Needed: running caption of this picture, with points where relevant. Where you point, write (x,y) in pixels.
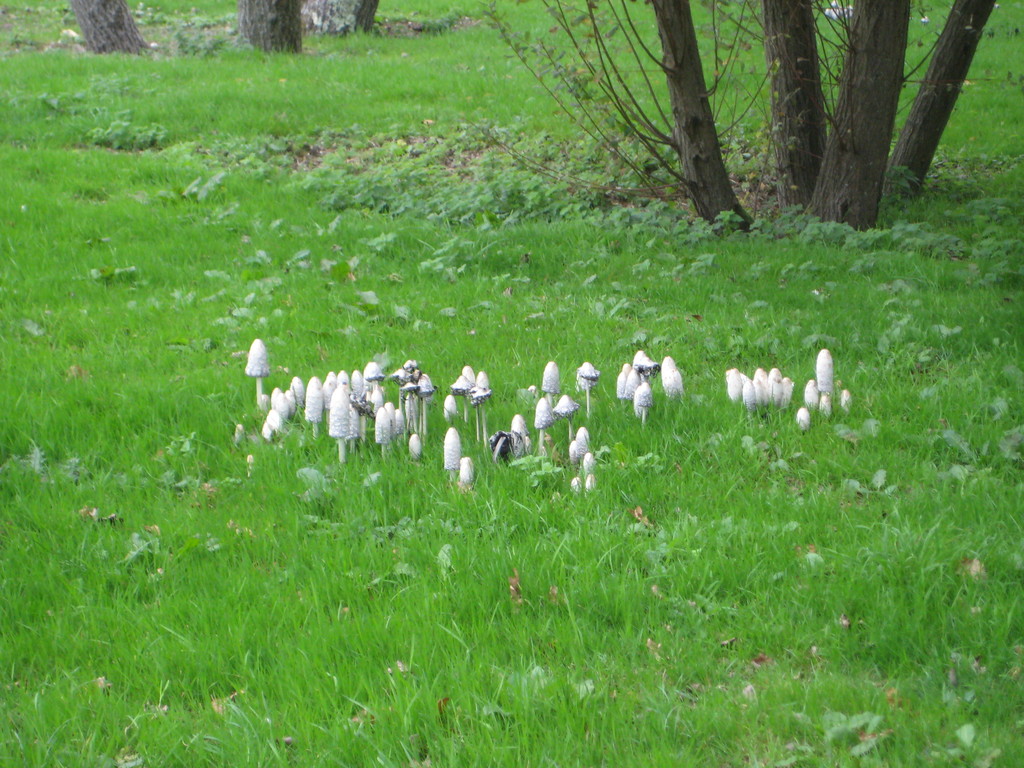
There is a green grass (378,347) and in between the grass (388,474) there are white mushrooms (569,409) and behind the mushrooms (591,364) there are few trees (818,172).
